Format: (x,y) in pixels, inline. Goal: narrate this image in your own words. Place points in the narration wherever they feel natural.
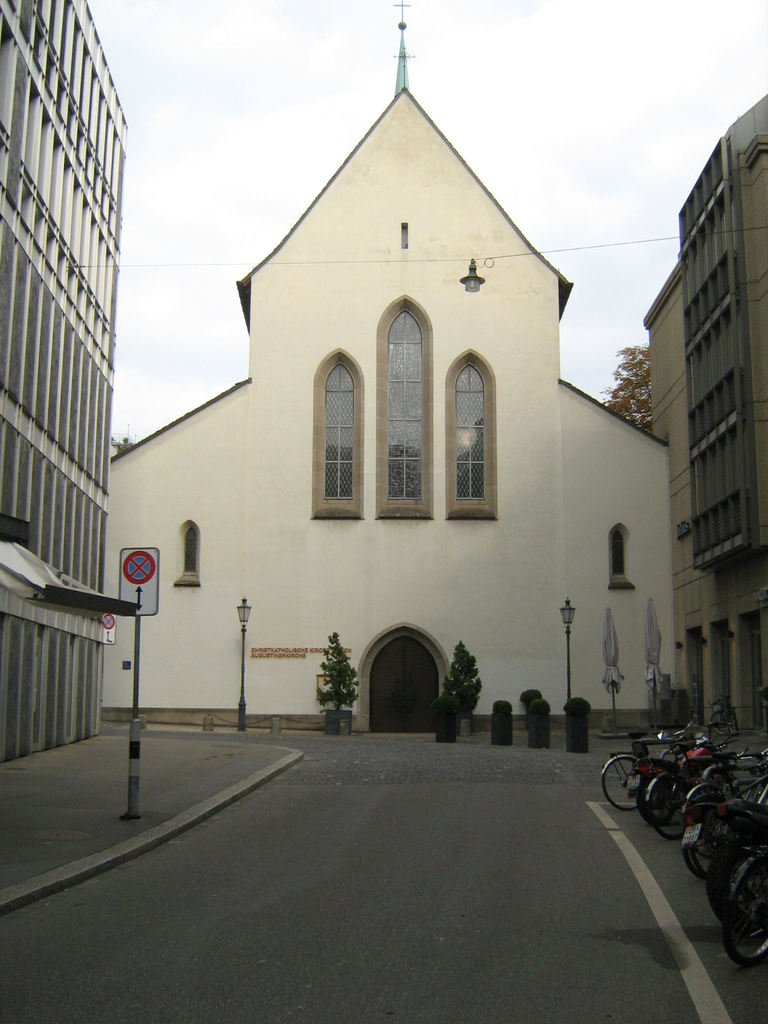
In this picture we observe a road (352,842). There are some vehicles (714,826) parked on the right side (672,837). We can observe some plants (337,655) and poles (568,664). There are buildings (324,466). In the background (199,378) we can observe a sky (561,213) with some clouds (383,88).
